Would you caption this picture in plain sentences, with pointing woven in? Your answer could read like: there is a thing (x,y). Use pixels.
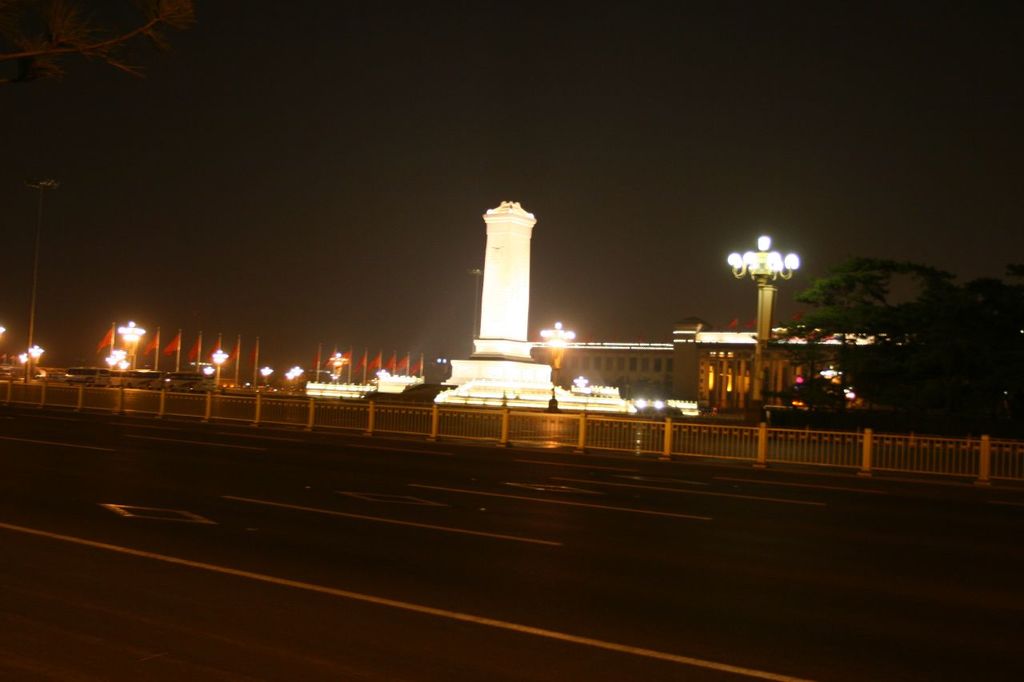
In this image we can see a road (475,574). Near to the road (181,432) there are railings (639,445). In the back (488,373) there is a pillar (491,273) on a pedestal (452,373). There are light poles (546,345). On the right side (926,347) there is a tree (921,371). In the background (593,344) there is a building (632,351). Also there are flags (172,350) with poles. And there is sky (389,138) in the background (730,115).
